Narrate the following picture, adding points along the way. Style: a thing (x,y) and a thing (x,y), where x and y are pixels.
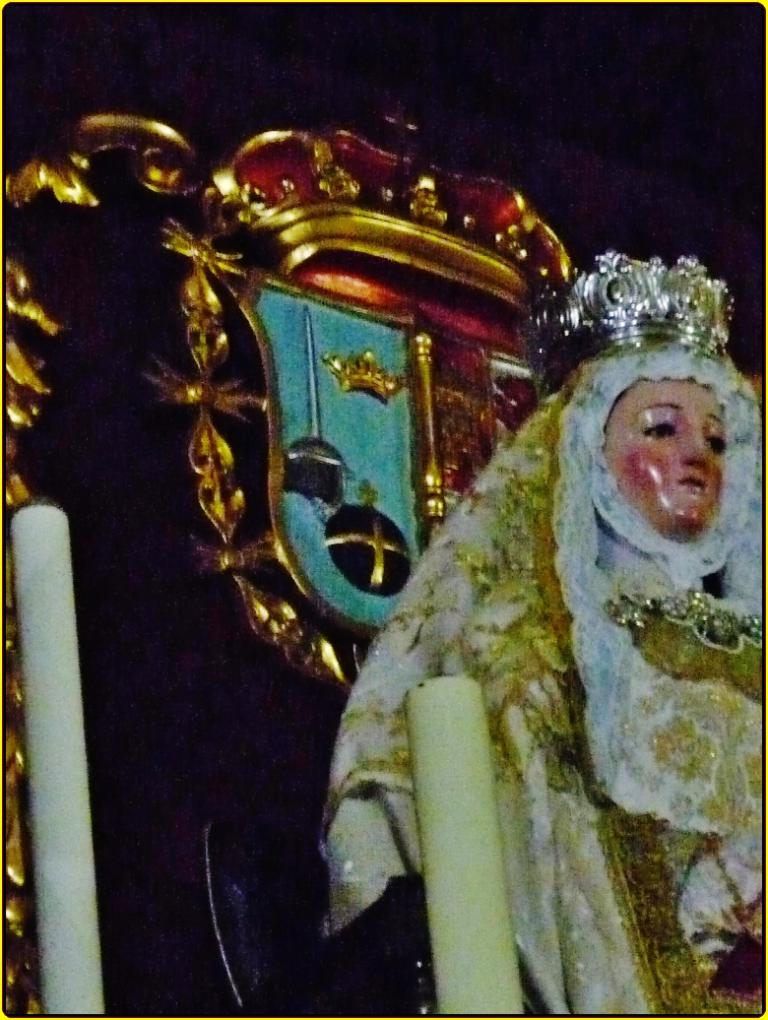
This is the statue (674,834) of a woman (574,760) with clothes (656,544) and a crown (645,333). This looks like an object (334,414). I can see two candles (467,814). The background (89,48) looks dark.
